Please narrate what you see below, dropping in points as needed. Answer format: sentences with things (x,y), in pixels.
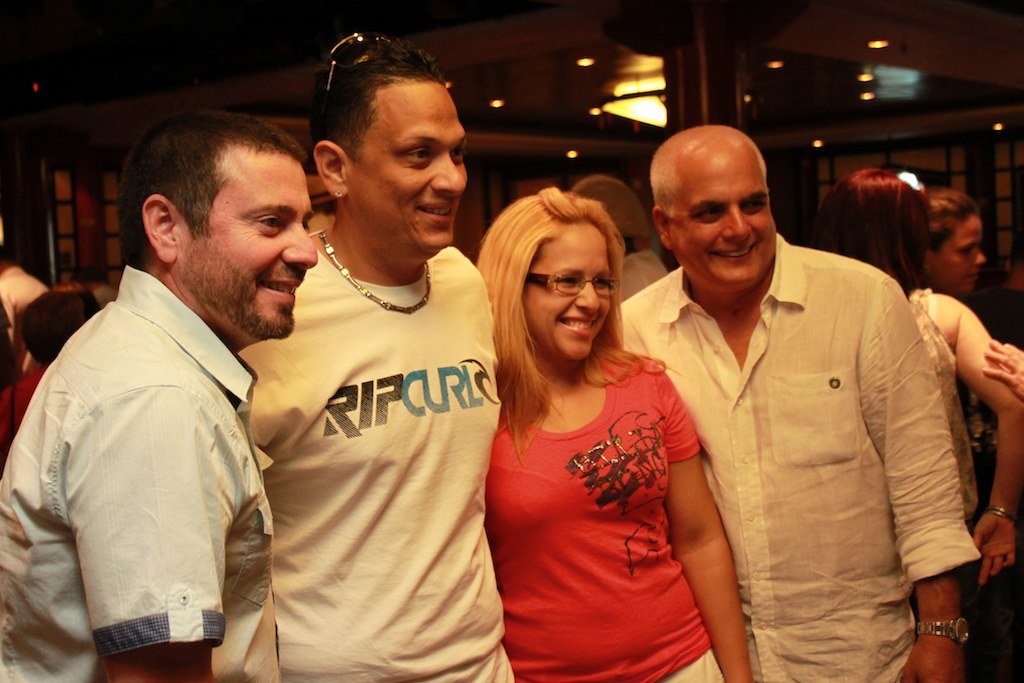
In this image we can see group of persons (867,287) standing on the floor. One woman (716,570) is wearing spectacles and red t shirt (633,501). In the background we can see lights (614,111).
